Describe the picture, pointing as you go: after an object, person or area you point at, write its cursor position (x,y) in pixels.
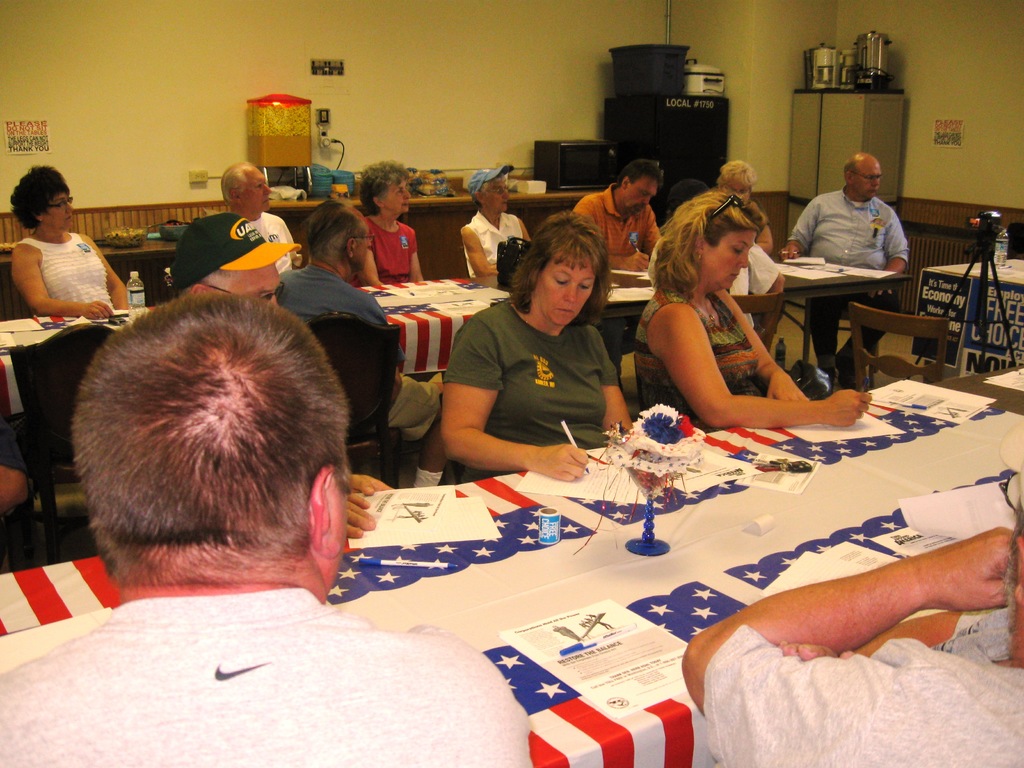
In this picture I can see there are a group of people (374,274) sitting around the table (703,551) and few of them are looking at the right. There are having pens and few papers (651,673) on the table (692,526) and there are few objects (563,169) in the backdrop (994,223).
